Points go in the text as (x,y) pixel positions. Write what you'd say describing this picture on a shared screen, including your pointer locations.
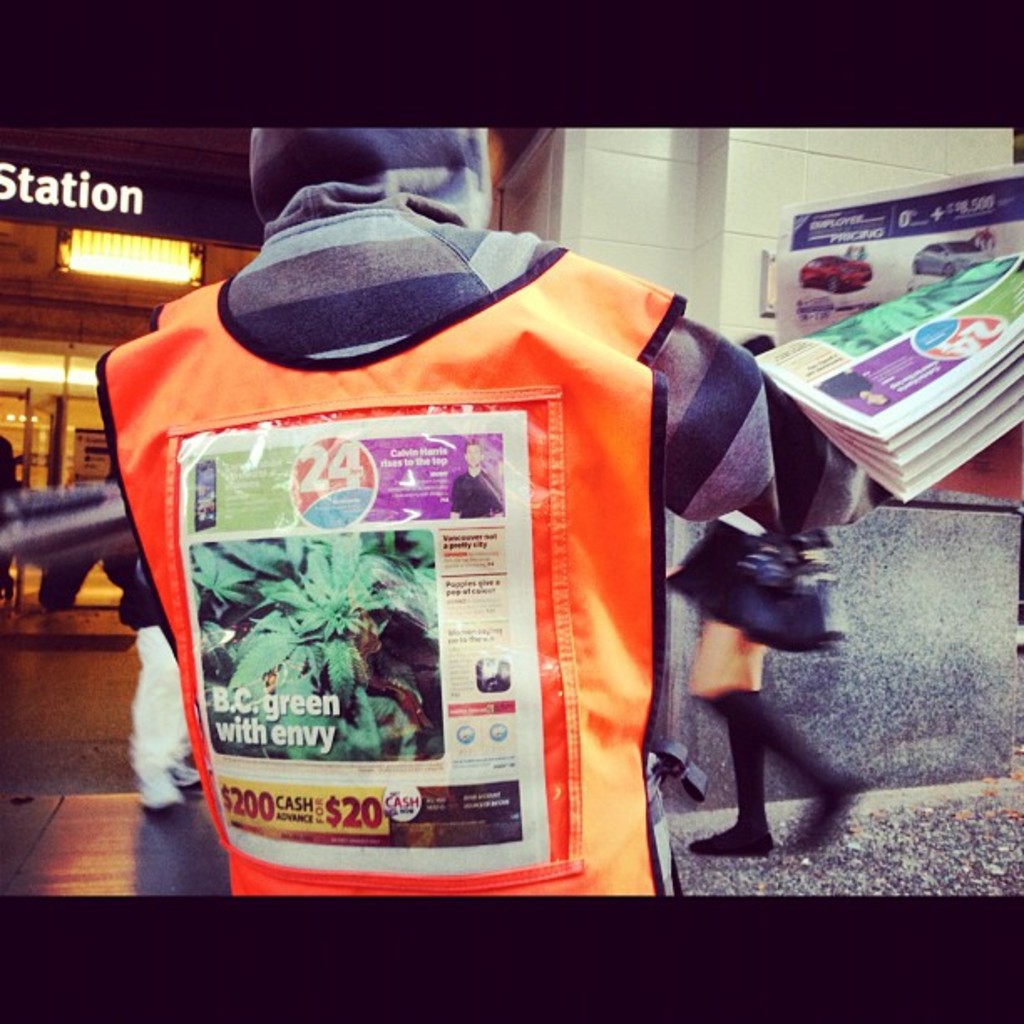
This image is taken outdoors. In the background (758,157) there is a building (773,159) with walls (766,174) and a door (34,479). There is a board (84,198) with a text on it and there are a few lights (51,367). In the middle of the image (481,405) a person (394,358) is standing and he is holding a newspaper (860,427) in his hand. On the right side of the image (807,560) a woman (756,674) is walking on the road (869,827).
